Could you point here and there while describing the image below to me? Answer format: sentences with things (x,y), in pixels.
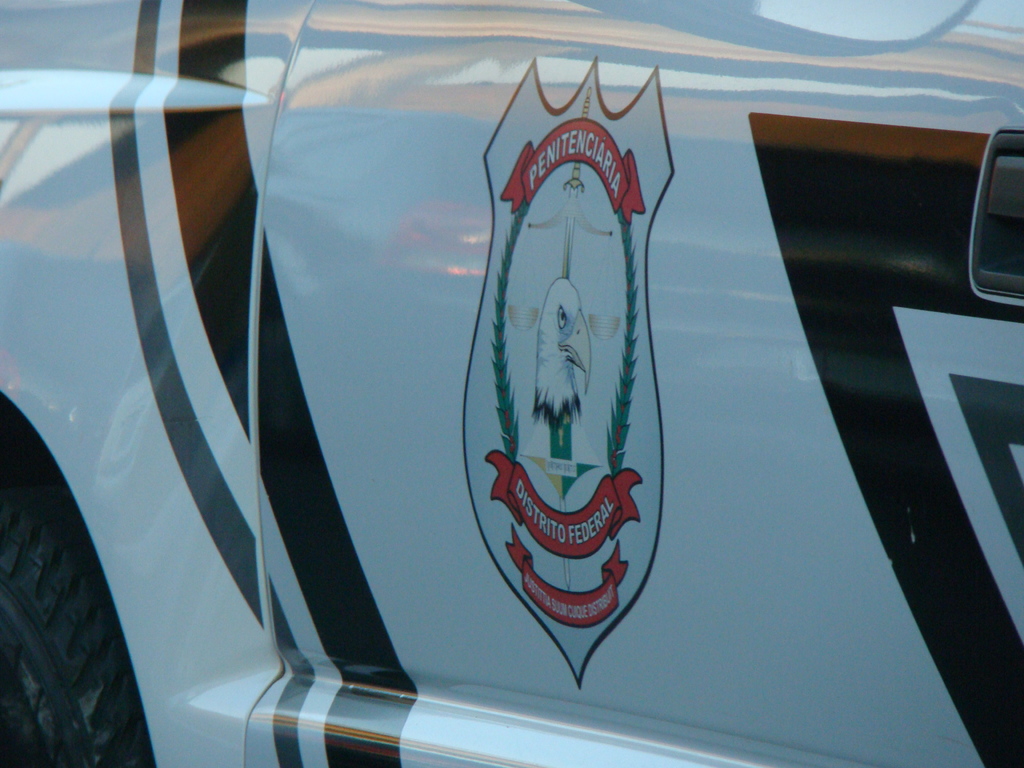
In this picture I can see vehicle (361,379) on which a logo (596,495) is painted on it.
